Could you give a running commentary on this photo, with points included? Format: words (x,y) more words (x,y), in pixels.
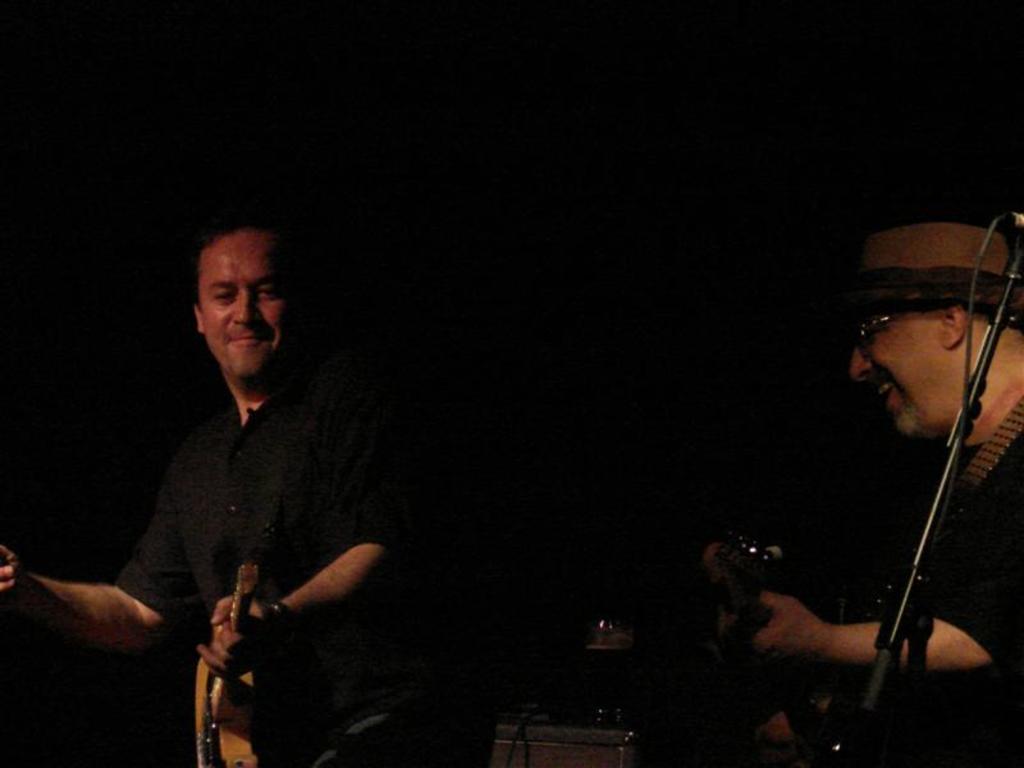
There are two people (258,551). They are playing a musical instruments (256,566).
